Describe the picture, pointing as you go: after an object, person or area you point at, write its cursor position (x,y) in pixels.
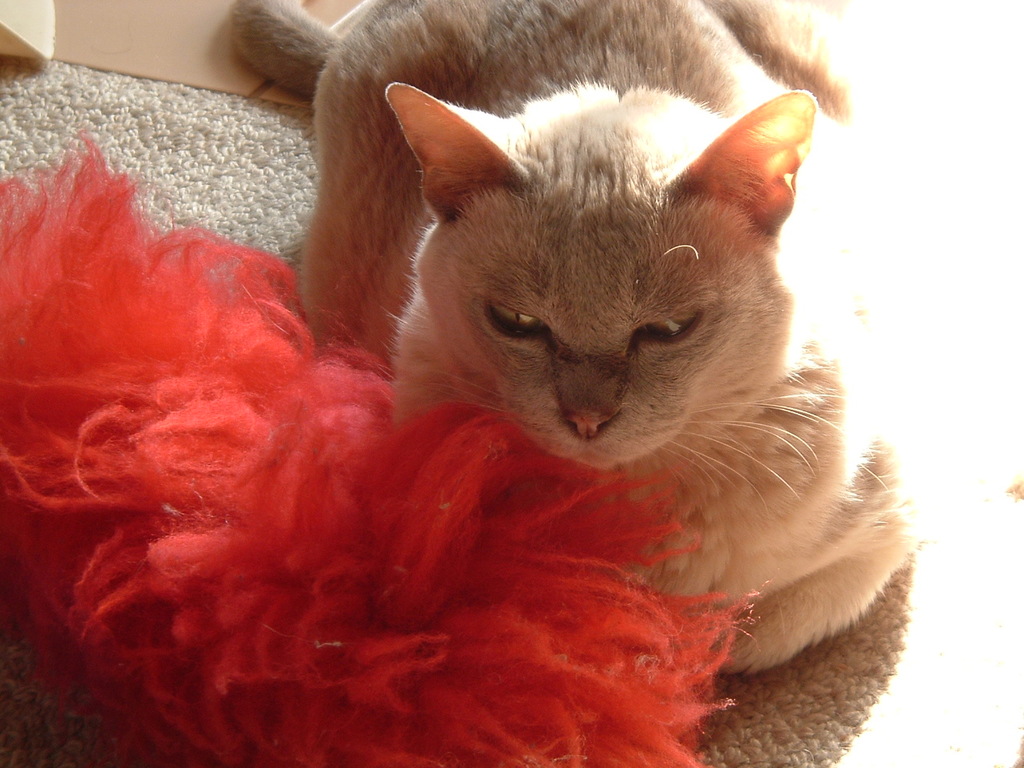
In the center of the image (571,416) we can see a cat (641,410). In the background of the image (894,67) we can see the floor (988,596), mat (1008,634) and wool (463,513).
